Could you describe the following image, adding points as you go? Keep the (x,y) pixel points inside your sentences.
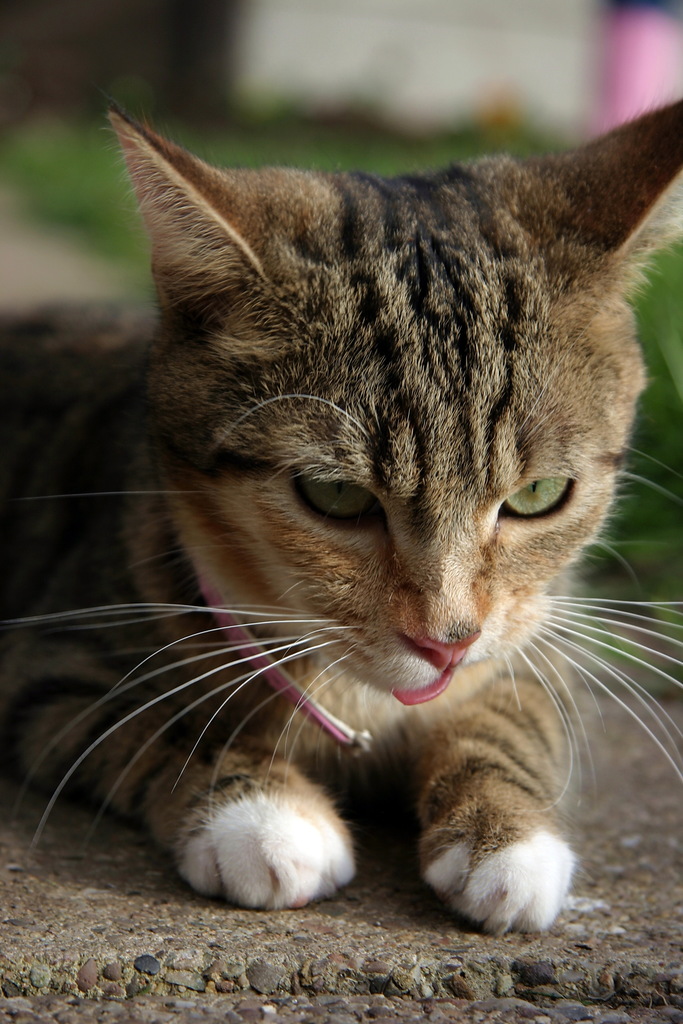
This picture shows a cat (308,737). it is black brown and white in color and we see grass (83,176) on the ground (500,1012).
